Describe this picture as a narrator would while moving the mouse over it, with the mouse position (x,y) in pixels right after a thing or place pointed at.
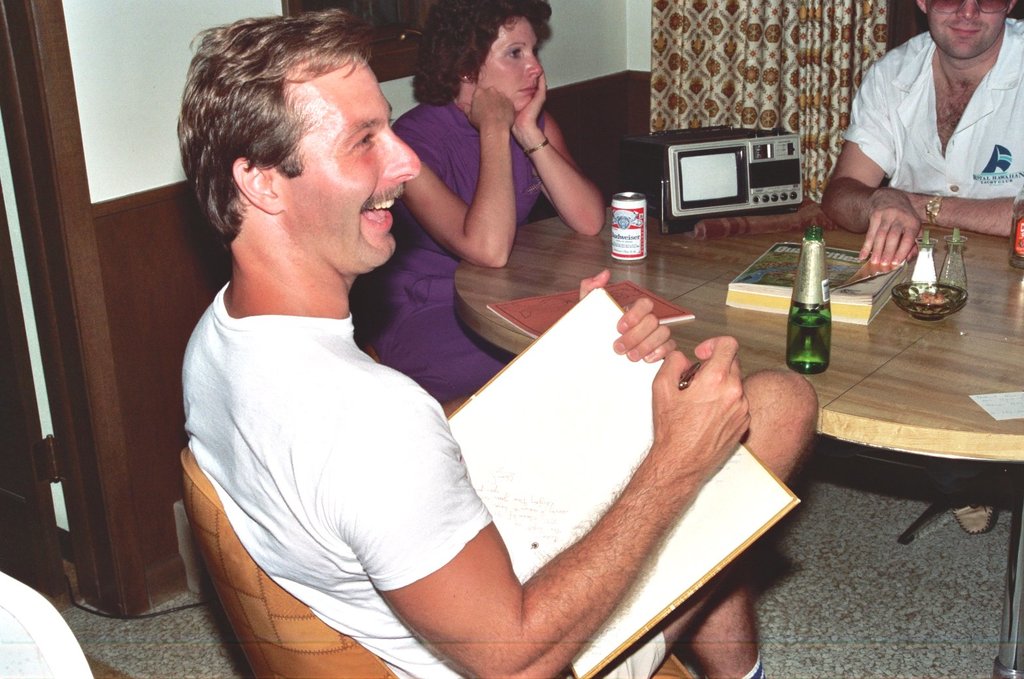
In this picture we can see two men (973,50) and women (438,297) sitting on chairs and in front of them there is table (1019,372) and on table (755,332) we can see bottle (823,359), book (860,302), tin (625,198), bowl (950,294), some machine (713,174) and in background (628,77) we can see curtains (661,52), wall (588,17), frame (379,27).
